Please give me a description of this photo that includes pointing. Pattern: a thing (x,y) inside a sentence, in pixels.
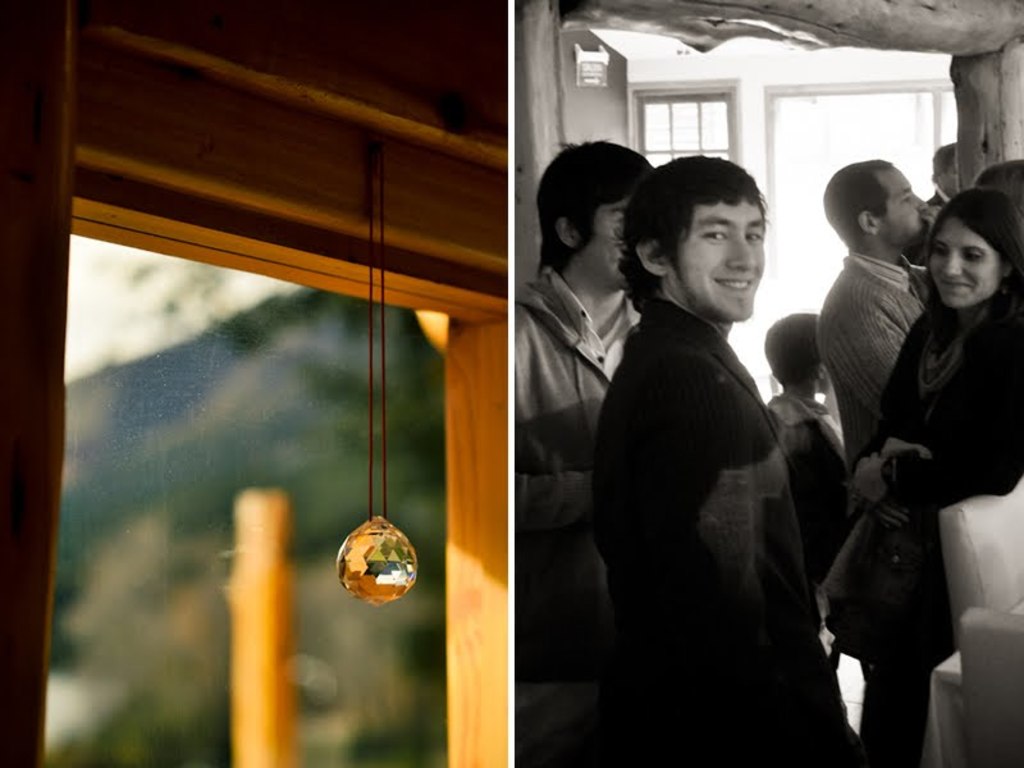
This is collage picture, right side of the picture (987,372) we can see people (931,664), object (1007,701) and window (677,130). Left side of the picture (289,622) we can see chain (373,175) and glass (374,490), through this glass (259,482) we can see the sky (115,298).
